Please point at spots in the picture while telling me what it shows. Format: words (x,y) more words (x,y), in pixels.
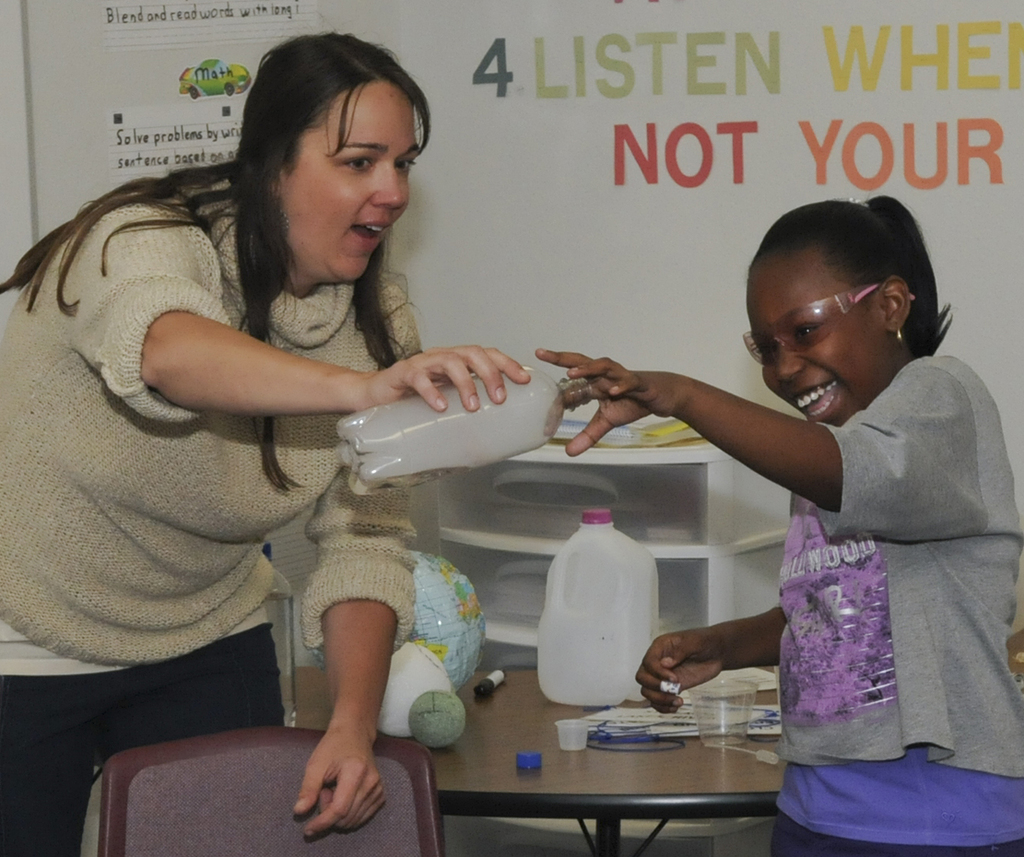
This picture shows a woman (354,403) and a girl (832,496) standing holding a water bottle (346,445) and we see papers (655,719), glass (707,732) and a gallon bottle (549,656) on the table (540,692) we see a poster (216,84) on the wall (6,99).
